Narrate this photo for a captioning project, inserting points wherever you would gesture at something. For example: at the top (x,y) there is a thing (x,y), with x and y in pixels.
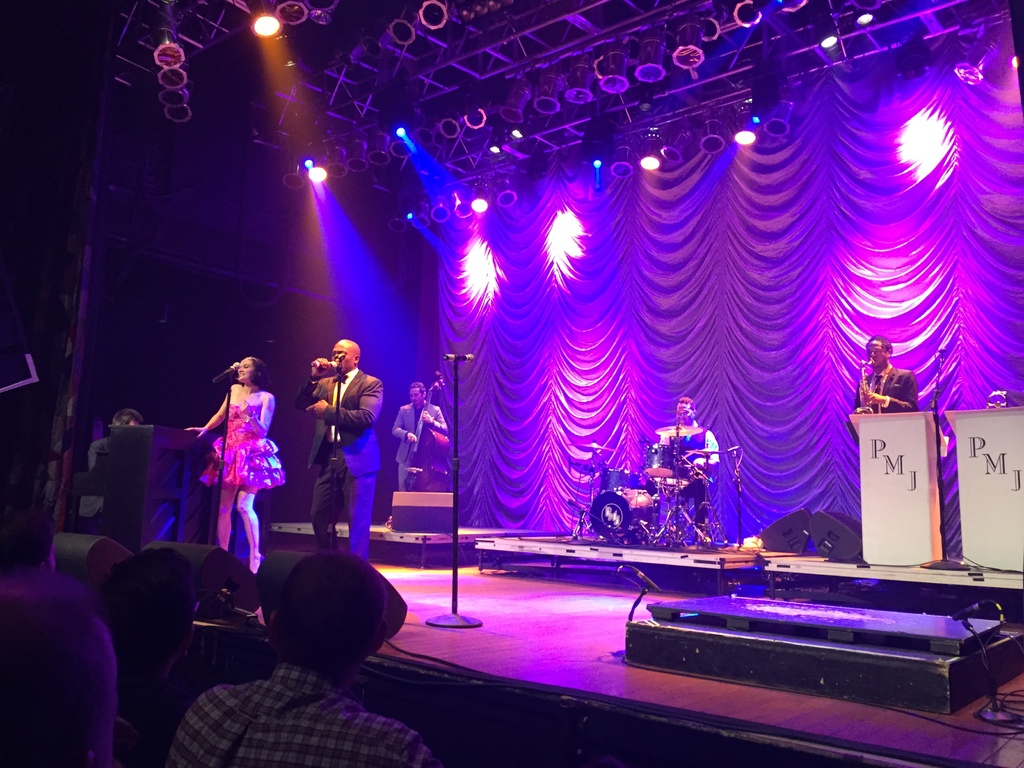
This looks like a stage show. I can see two people (321,409) standing and singing a song. These are the mikes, which are attached to the mike stands (454,559). Here is a person (681,443) playing the drums (637,516). I can see two people (890,381) playing the musical instruments (860,389). I think these are the kind of the podiums (917,518). I can see the show lights (574,97), which are attached to the lighting trusses (549,56). This looks like a curtain (648,328) hanging. At the bottom of the image (55,625), I can see few people (147,690).
